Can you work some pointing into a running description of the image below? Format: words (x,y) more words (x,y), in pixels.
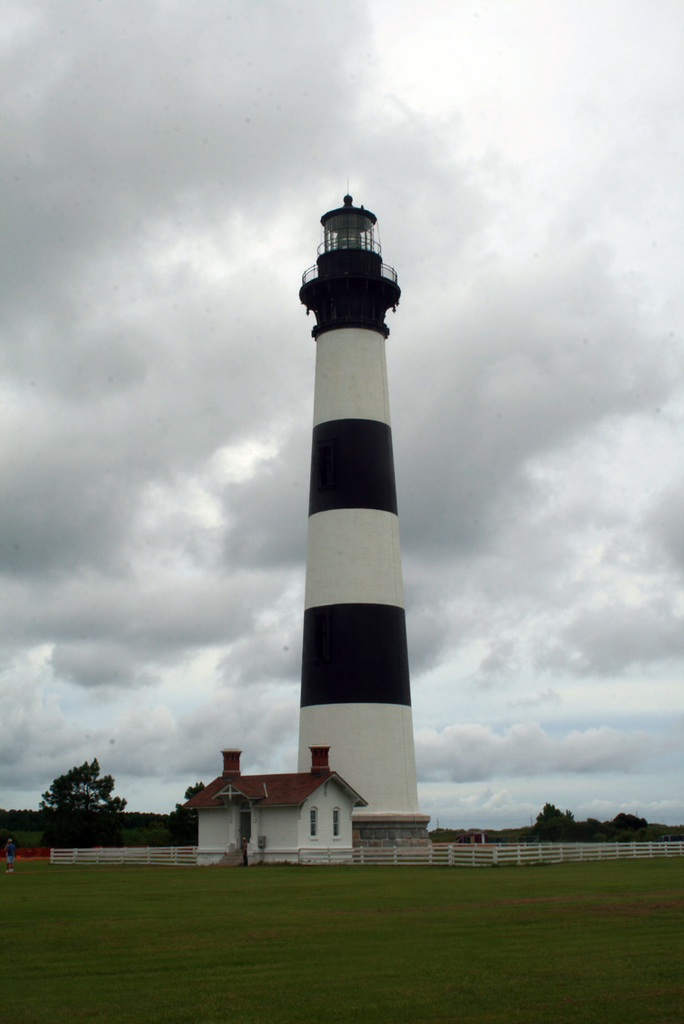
In this image we can see a lighthouse (342,596). There is a grassy land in the image. There is a fence (563,854) in the image. We can see the clouds (536,510) in the sky (544,471).
